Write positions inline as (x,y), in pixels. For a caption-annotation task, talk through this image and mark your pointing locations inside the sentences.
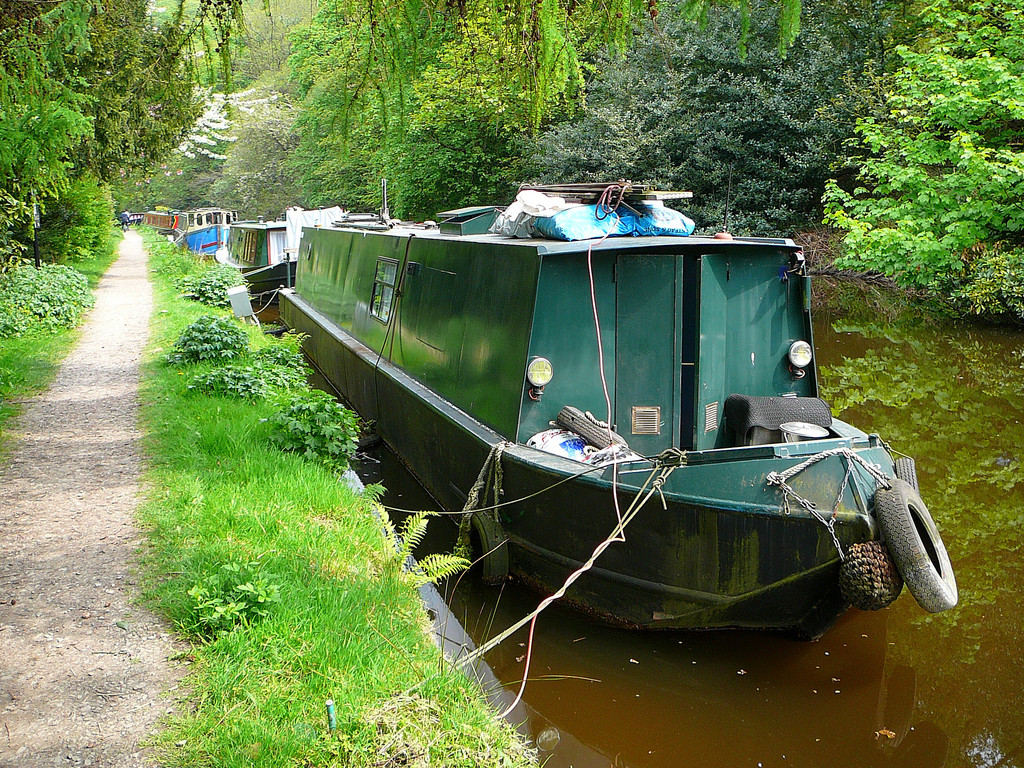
In this image we can see some boats (415,328) in a water body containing some tires (891,512), ropes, bags (554,203) and some wooden boards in it. We can also see a group of trees (864,291), plants (192,359), grass (330,479) and a person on the pathway (138,432).
